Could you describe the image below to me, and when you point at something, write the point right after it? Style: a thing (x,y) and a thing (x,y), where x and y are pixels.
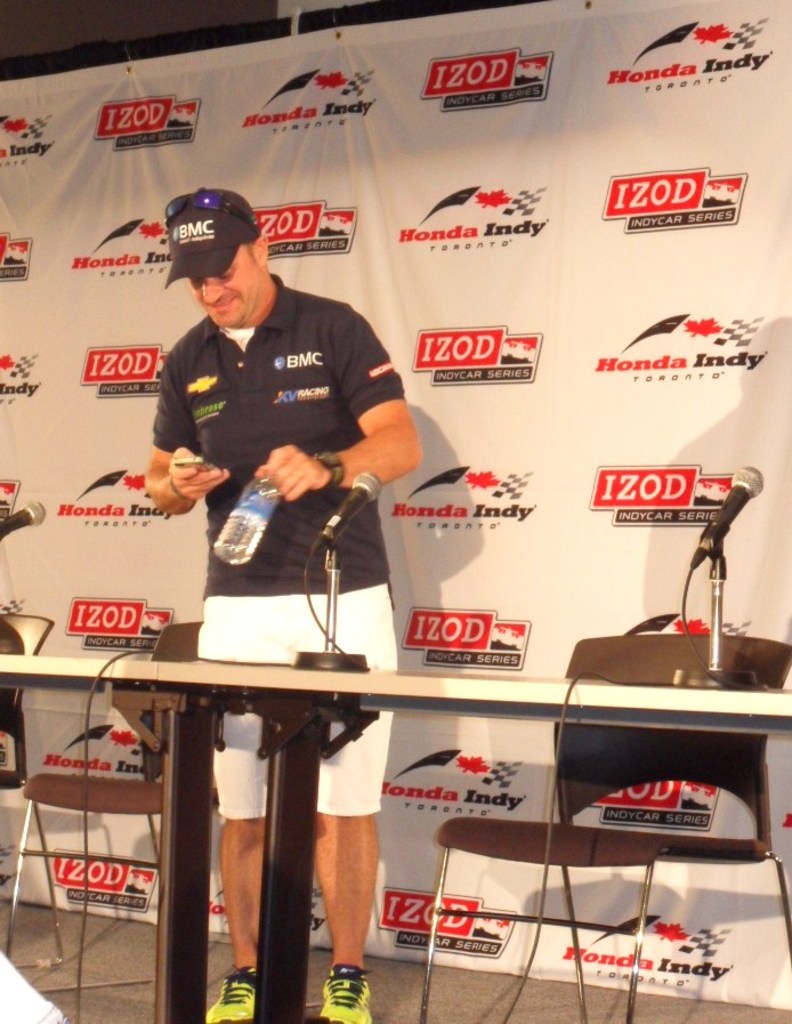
In the image we can see a man (326,509) standing, wearing clothes (375,604), shoes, wristwatch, cap (226,260) and he is smiling. He is holding a bottle (255,531) in one hand (302,489) and on the other hand (194,472) there is a device (181,461). Here we can see the table (327,723), on the table (590,690) there are microphones (718,524), there are even chairs (567,791) and poster (628,319), on the poster (648,292) there is a text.
